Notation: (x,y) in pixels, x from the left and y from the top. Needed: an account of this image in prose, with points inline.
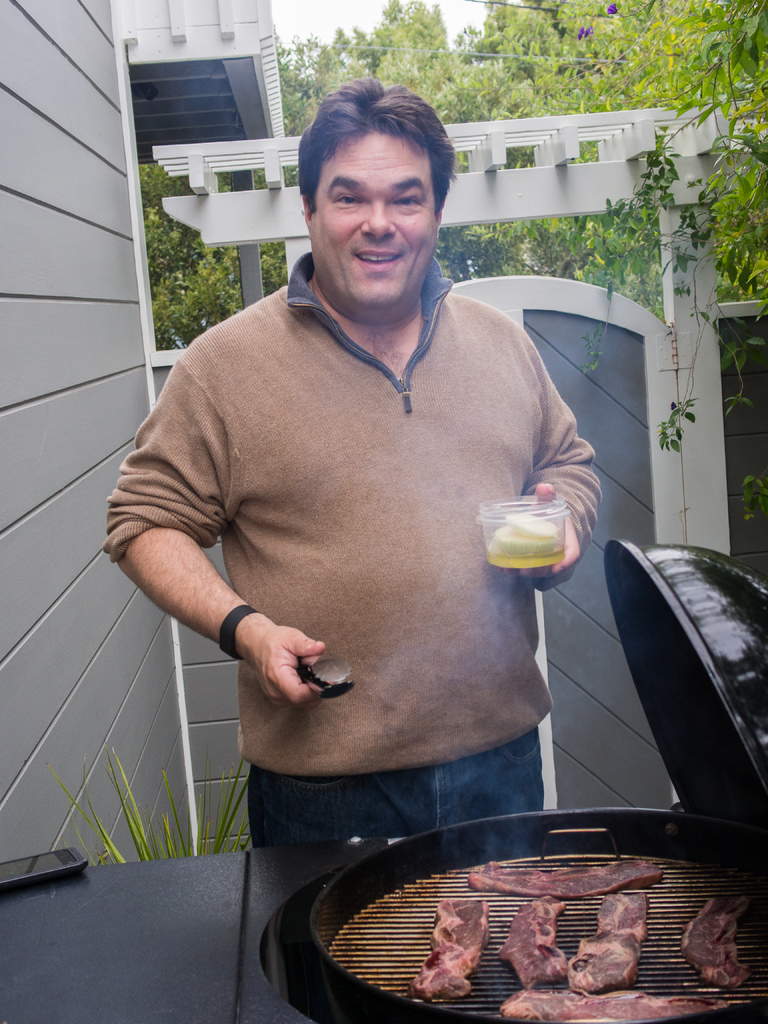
In this image there is a man (376,403) standing, he is holding an object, there is a mobile phone (47,872) towards the left of the image (15,869), there is an object (189,917) towards the bottom of the image (298,921), there is meat (621,874) towards the bottom of the image (627,885), there is a wall (109,440) towards the left of the image (86,506), there is a wall (751,445) towards the right of the image (735,530), there are plants (630,70) towards the right of the image (536,20), there is the sky (338,25) towards the top of the image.
